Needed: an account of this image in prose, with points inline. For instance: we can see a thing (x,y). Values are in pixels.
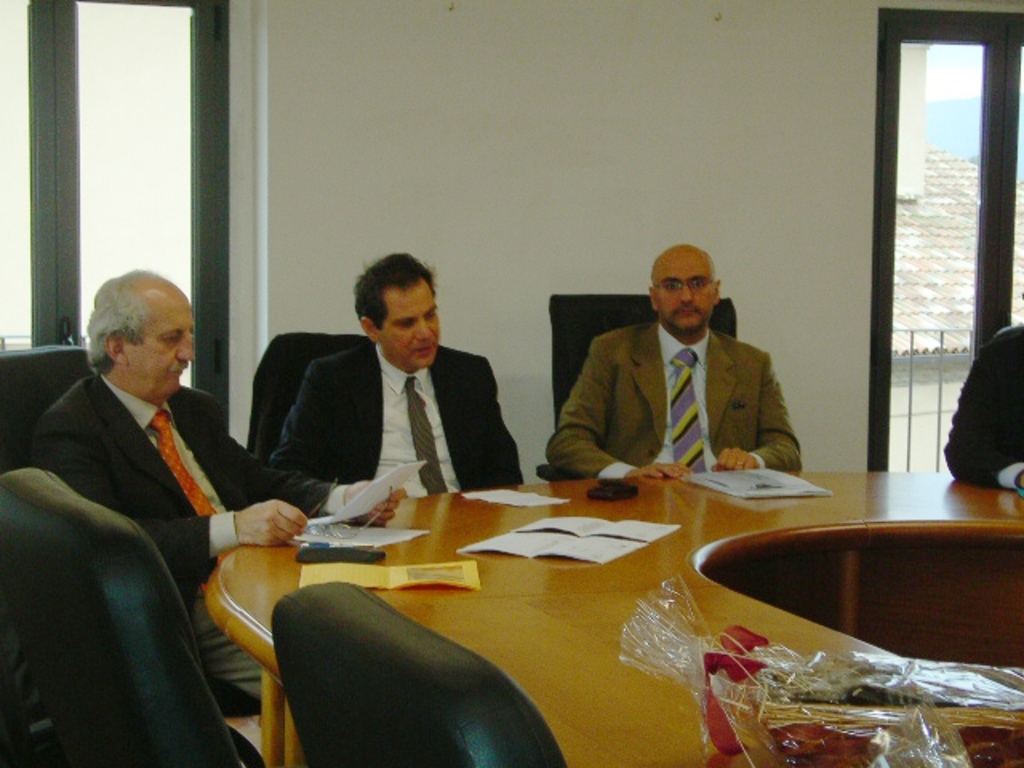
In this picture I can observe four members (588,390) sitting in the chairs (553,366). Three of them are wearing coats (368,411) and ties (417,431). One of them is wearing spectacles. There is a table (493,592) on which I can observe a bouquet (803,701) and some papers (582,553). In the background (649,192) there is a wall (367,91).
